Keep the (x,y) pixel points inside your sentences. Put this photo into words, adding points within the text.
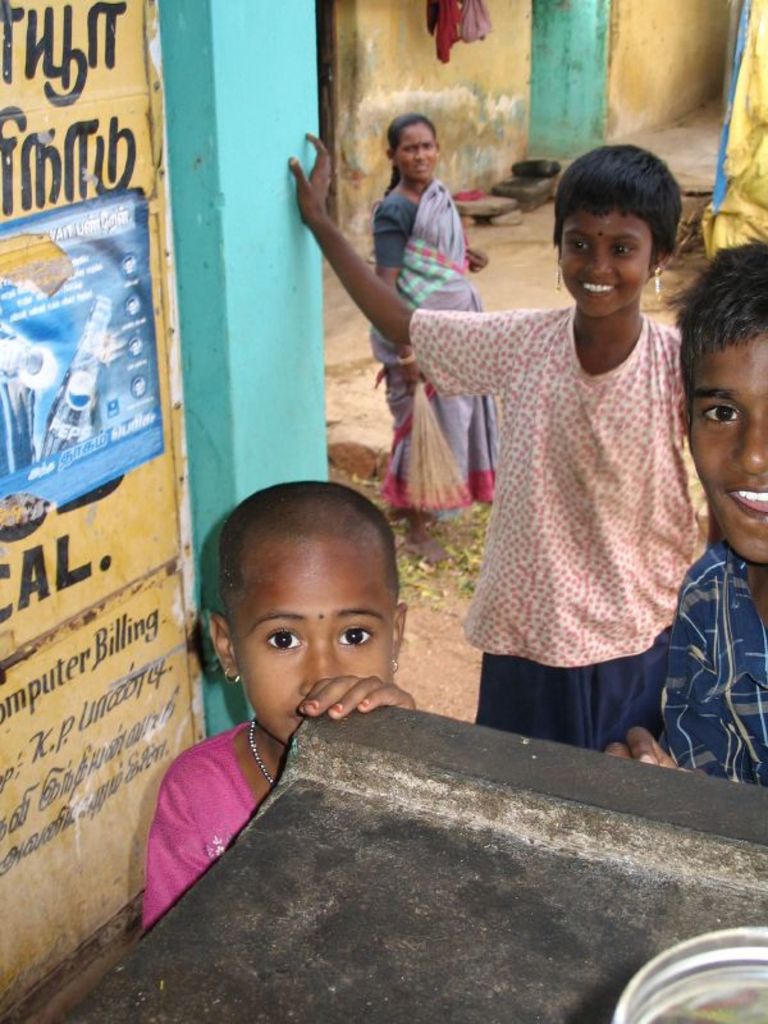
In this image there are three kids (634,535) standing. In the background (415,164) there is a woman (429,239) in saree (447,253). We can also see a wall (168,334) with text (81,570), a poster (85,345), clothes (437,24) in this image.
